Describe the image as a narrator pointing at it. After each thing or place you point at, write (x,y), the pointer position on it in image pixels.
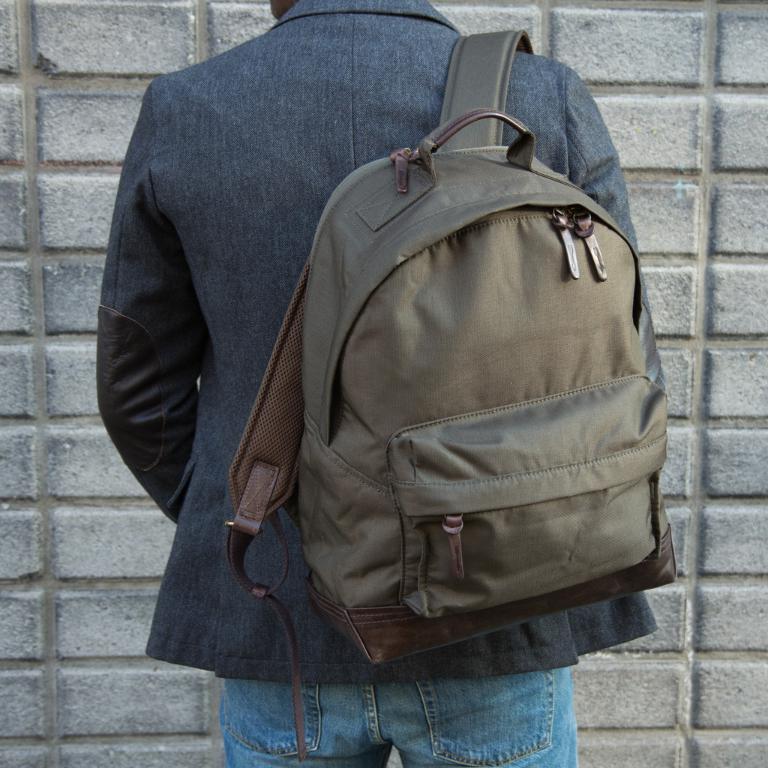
In this picture this man (288,120) wore black jacket (310,112) and a bag (485,291).
